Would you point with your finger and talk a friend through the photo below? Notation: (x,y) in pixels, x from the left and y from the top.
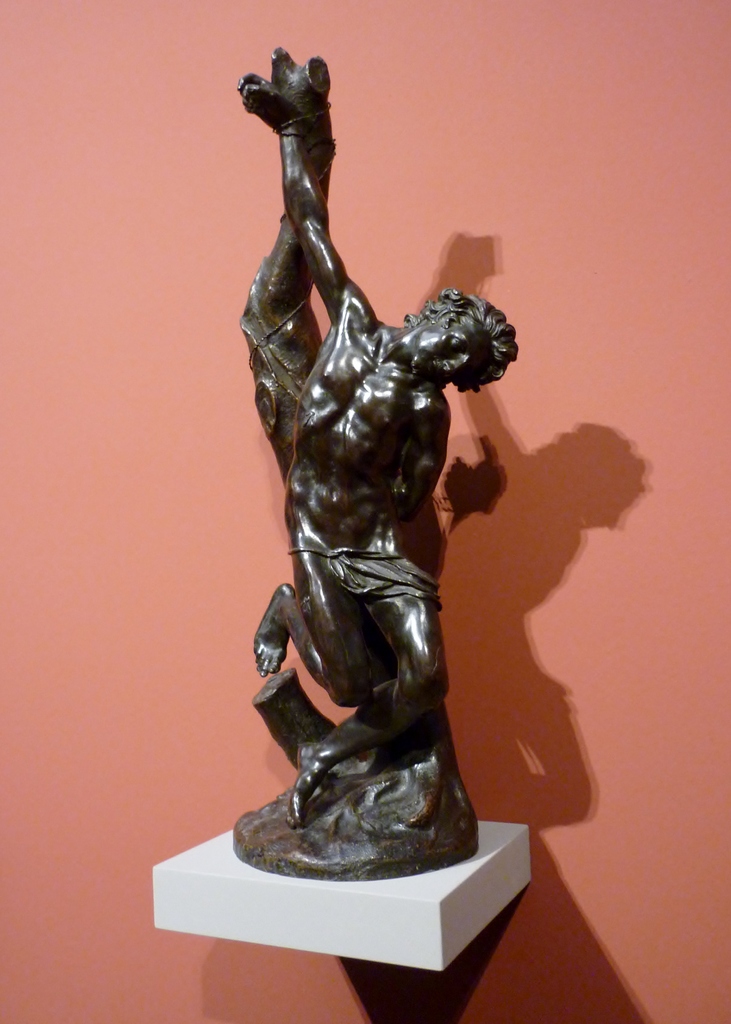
In this image at the center (430,589) there is statue (305,406). At the back side (194,596) there is a wall (114,288).
